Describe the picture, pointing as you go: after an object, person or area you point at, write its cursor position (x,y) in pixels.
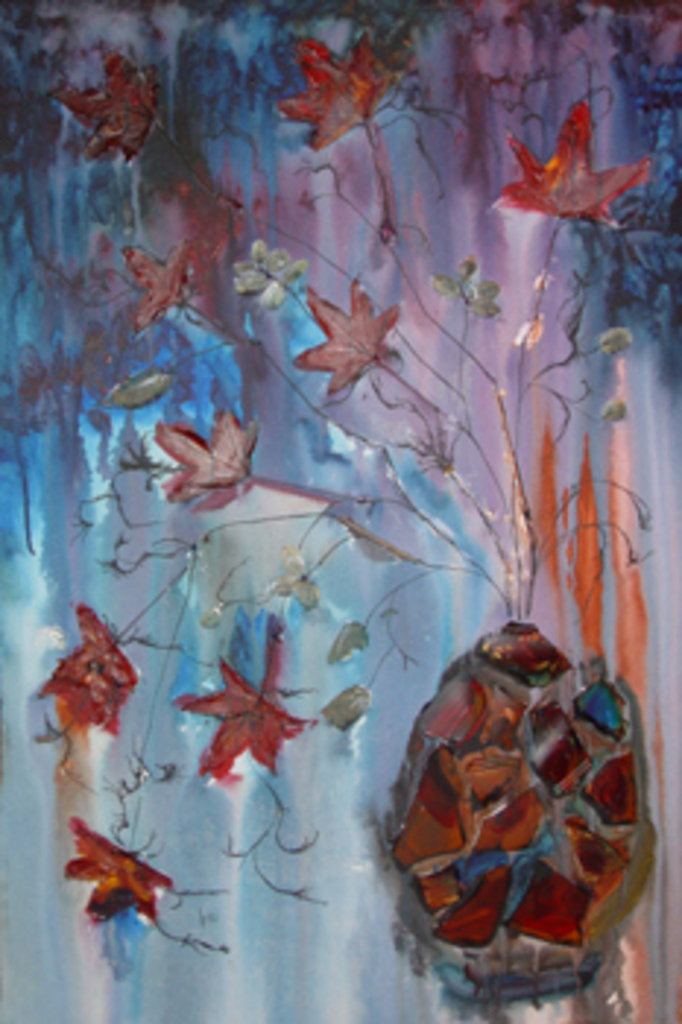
In this image I can see paintings (418,501) on a wall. This image is taken may be in a hall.
